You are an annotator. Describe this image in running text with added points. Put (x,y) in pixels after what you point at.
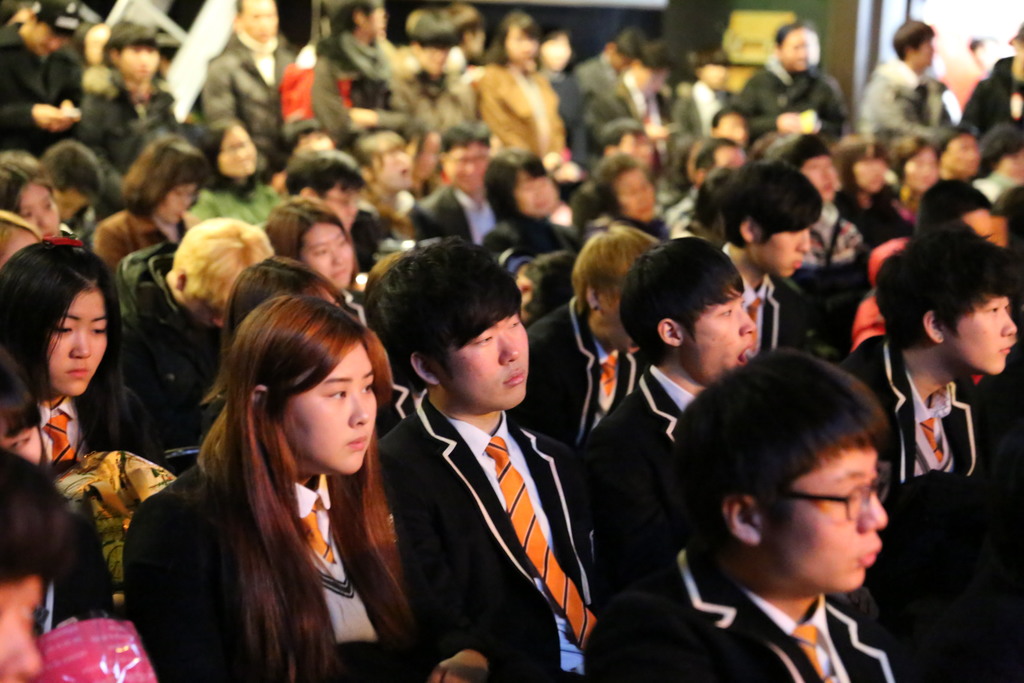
In the foreground of this image (674,516), there are group of people (469,207) sitting and at the top (520,78), few are standing.
